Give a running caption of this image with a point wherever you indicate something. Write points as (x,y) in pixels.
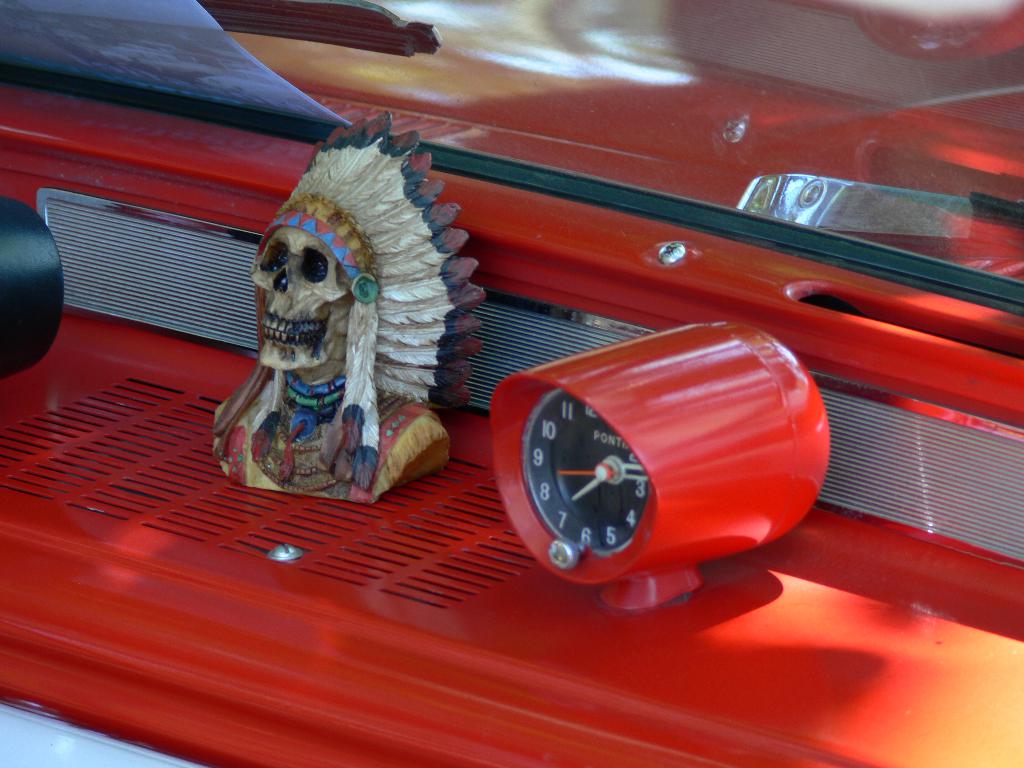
In this image we can see a clock (674,527), sculpture (349,405) and a paper (196,61) placed on the red color surface (433,599).
